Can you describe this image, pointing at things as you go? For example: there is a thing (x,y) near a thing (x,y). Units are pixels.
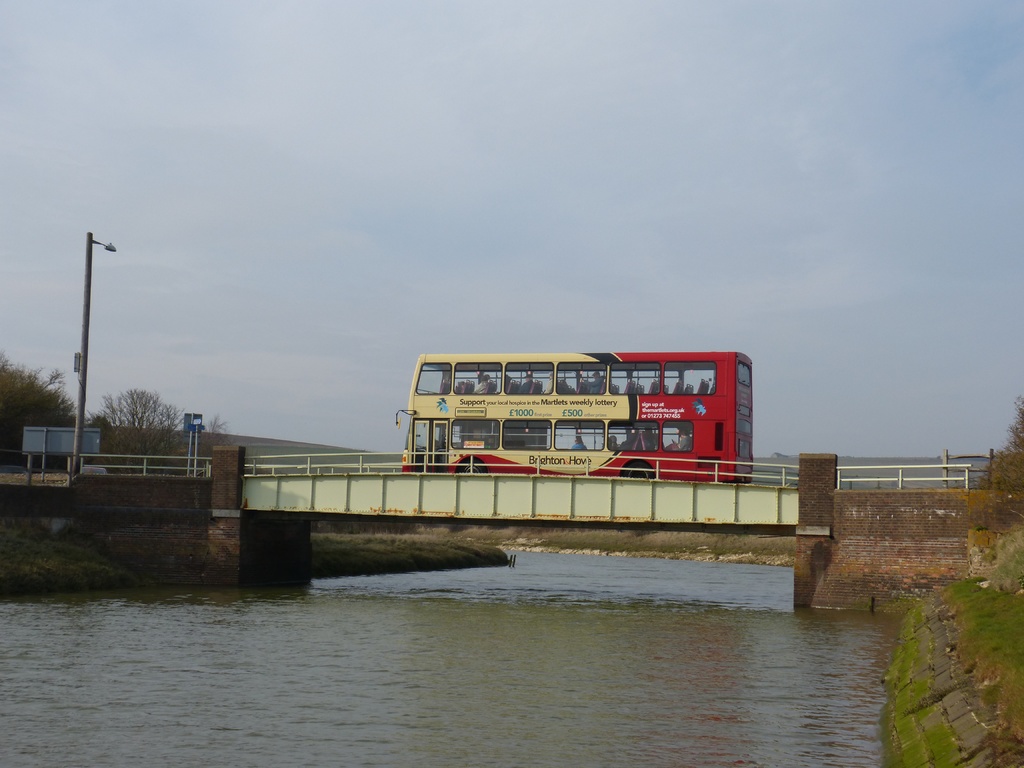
In this image I see the bridge (95,487) over here and I see a bus (593,427) on it which is of cream and red in color and I see a light pole (82,390) over here and I see the water (548,572) under the bridge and in the background (762,26) I see the sky (889,189) and I can also see the trees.
